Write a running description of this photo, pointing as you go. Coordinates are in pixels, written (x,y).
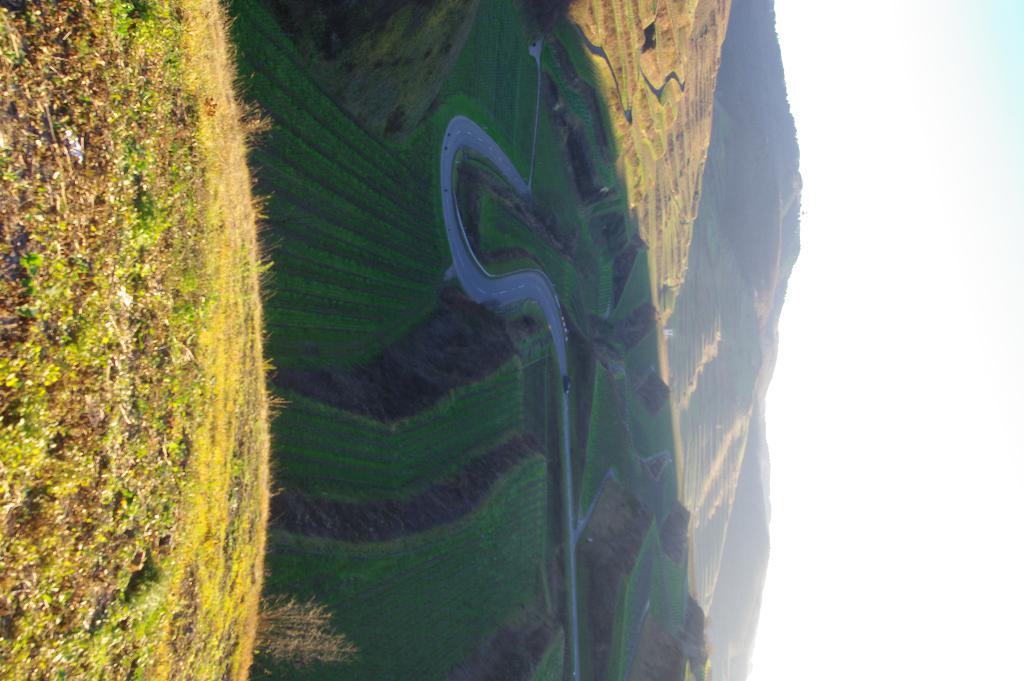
In this image we can see grass (115,427) on the ground (229,446) on the left side (229,446). In the background (564,381) we can see road (469,125), grass (562,274), hills (735,229) and clouds (913,328) in the sky (907,339) on the right side (898,290).
